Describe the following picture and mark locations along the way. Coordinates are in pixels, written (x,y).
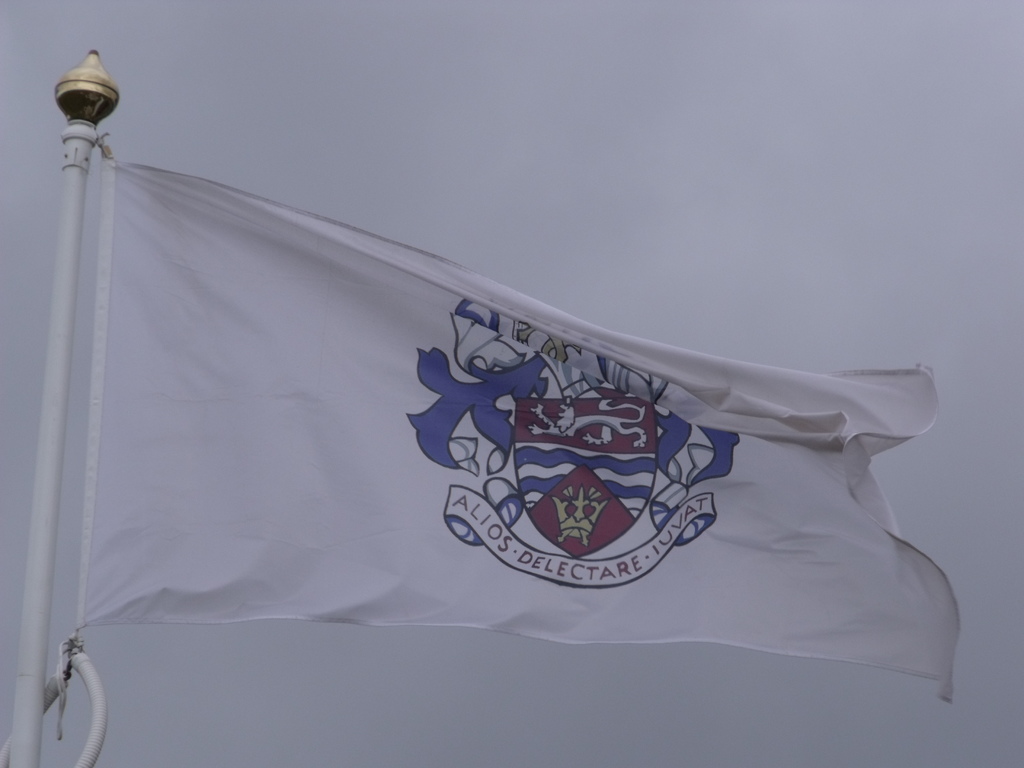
In the foreground of this picture (258,398), there is a flag (492,477) and in the background (701,136) there is the sky (701,136).
